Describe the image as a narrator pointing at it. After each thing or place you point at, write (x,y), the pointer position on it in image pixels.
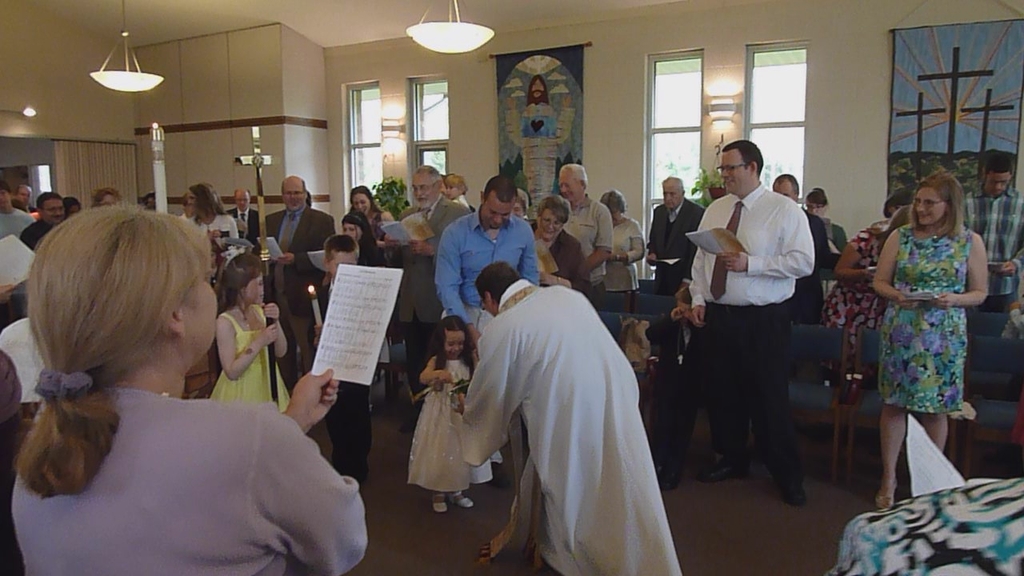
In this picture we can see a group of people (630,385) on the ground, some people (557,223) are holding papers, here we can see a candle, chairs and some objects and in the background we can see a wall (809,41), windows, lights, posters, roof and some objects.
